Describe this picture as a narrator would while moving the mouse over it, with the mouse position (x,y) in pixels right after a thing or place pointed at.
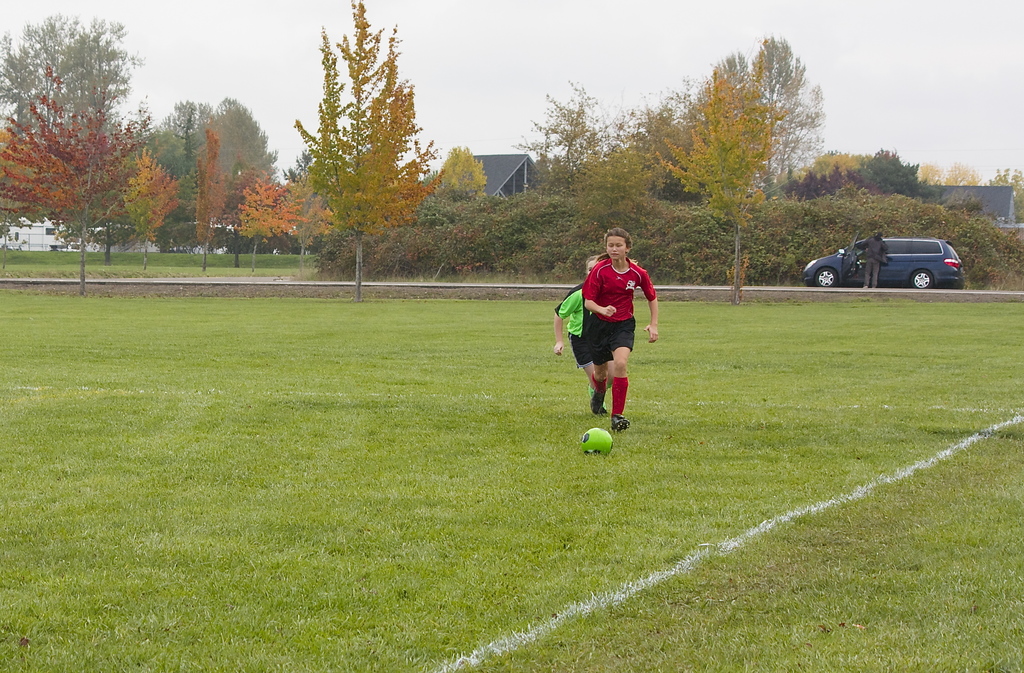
In this image we can see two persons (596,391) who are playing football in the garden (356,320) and in the background of the image (333,207) there are some trees (348,149), houses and a person (867,262) standing near the car (890,271) which is of blue color and there is cloudy sky (513,49).
